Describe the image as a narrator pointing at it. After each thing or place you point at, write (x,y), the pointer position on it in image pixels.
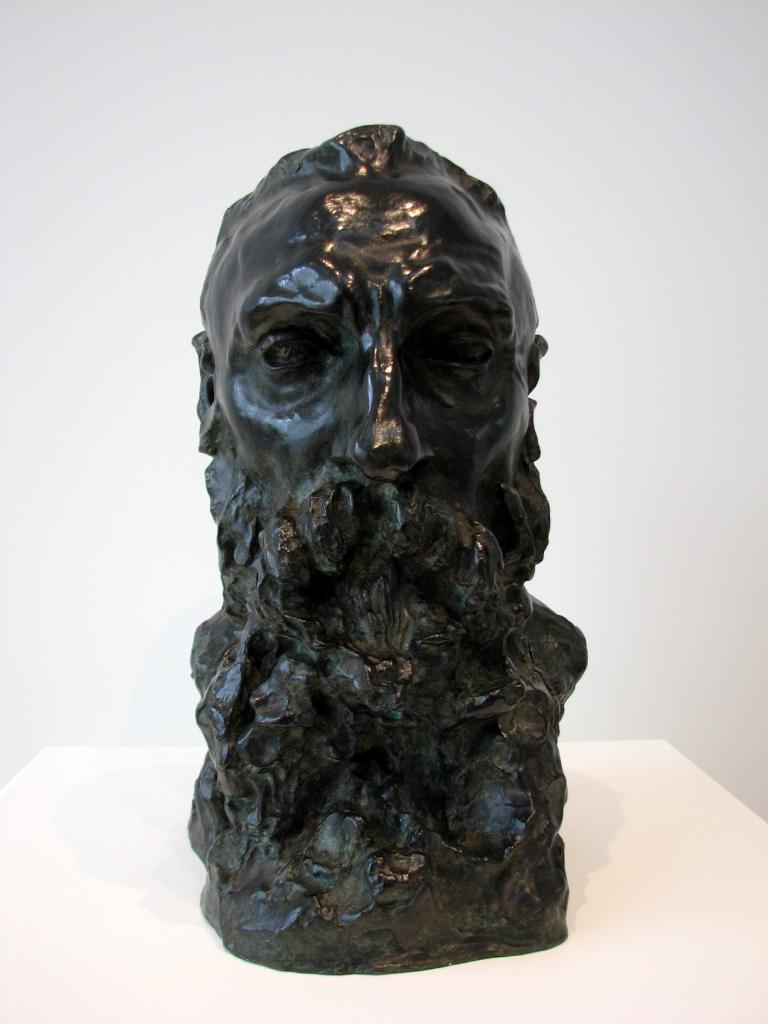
In the center of the image (420,575), we can see a sculpture (355,725) on the table (579,892) and in the background (549,111), there is a wall (631,366).
